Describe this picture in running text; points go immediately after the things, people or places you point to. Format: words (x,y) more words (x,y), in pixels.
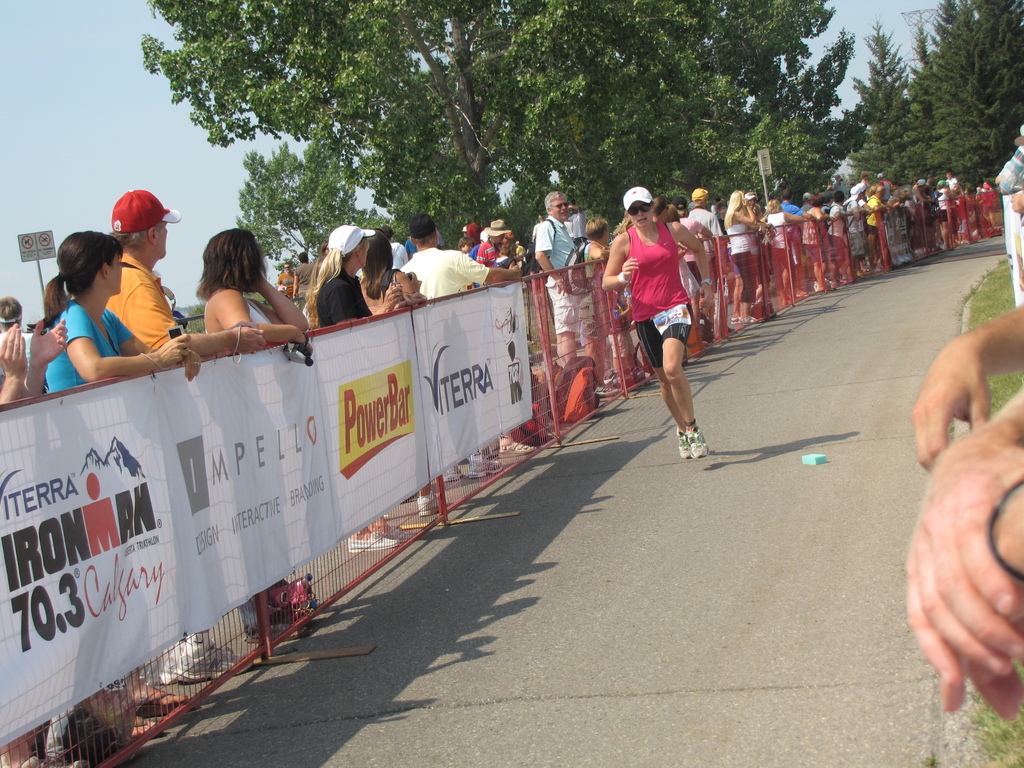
In this image I can see the person (689,436) running on the road (614,473). The person (603,285) is wearing the pink and black color dress (663,335) and also the cap (628,195). To the side there are group of people (552,237) standing and wearing the different color dresses (445,278). I can also see the railing (618,348) and there are banners (458,359) to it. In the back (364,155) there are many trees (638,101) and the sky (69,181).
